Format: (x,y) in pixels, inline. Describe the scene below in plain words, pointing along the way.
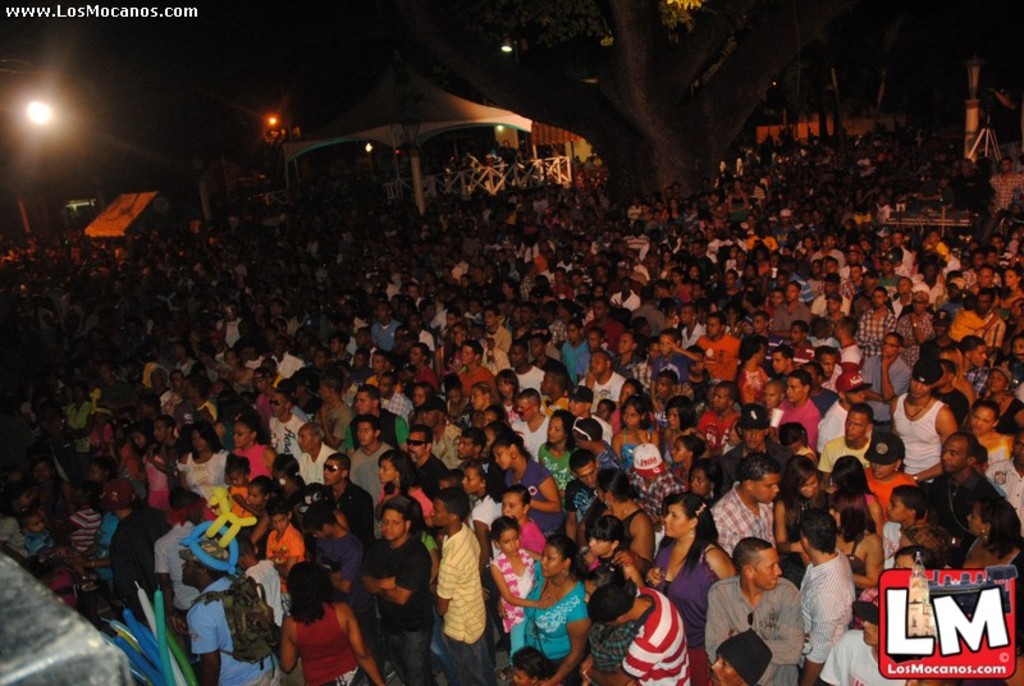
In this image we can see group of people (592,316) crowded at one place, in the background of the image (639,56) there is a tree (704,136), tent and there are some lights (369,148).
